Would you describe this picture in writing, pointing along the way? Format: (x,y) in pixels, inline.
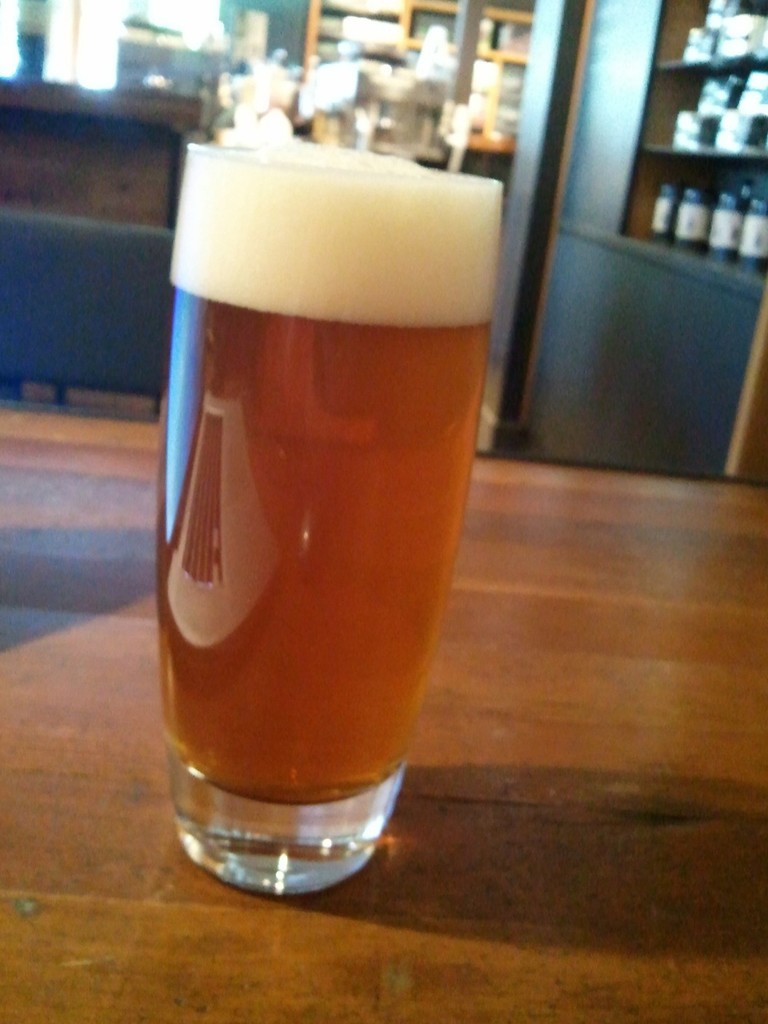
In the image in the center (474,582), we can see one table (407,969). On the table (413,962), we can see one glass (332,622). In the background (603,101) there is a wall (603,101), lights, tables (101,103), racks (517,16), jars (690,227) and a few other objects (262,35).
